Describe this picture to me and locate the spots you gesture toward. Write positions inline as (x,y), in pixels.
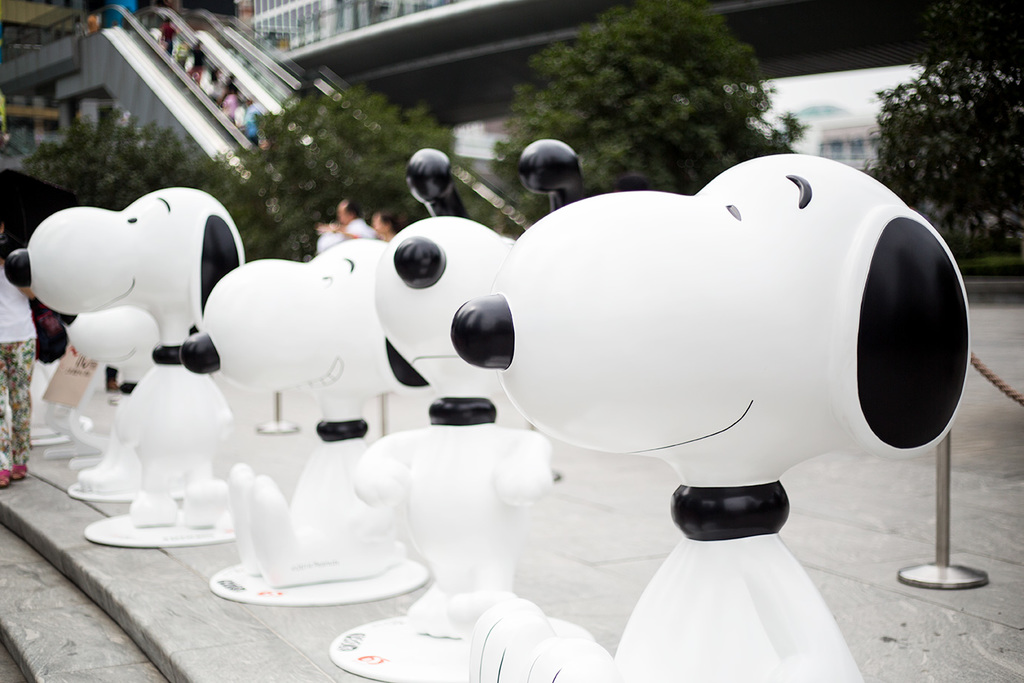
This image consists of statues of dogs (505,462). At the bottom (67,624), there are steps (134,608). In the background (635,106), we can see trees (590,130) and escalators (183,87). On the left (13,416), there is a person (27,436).
